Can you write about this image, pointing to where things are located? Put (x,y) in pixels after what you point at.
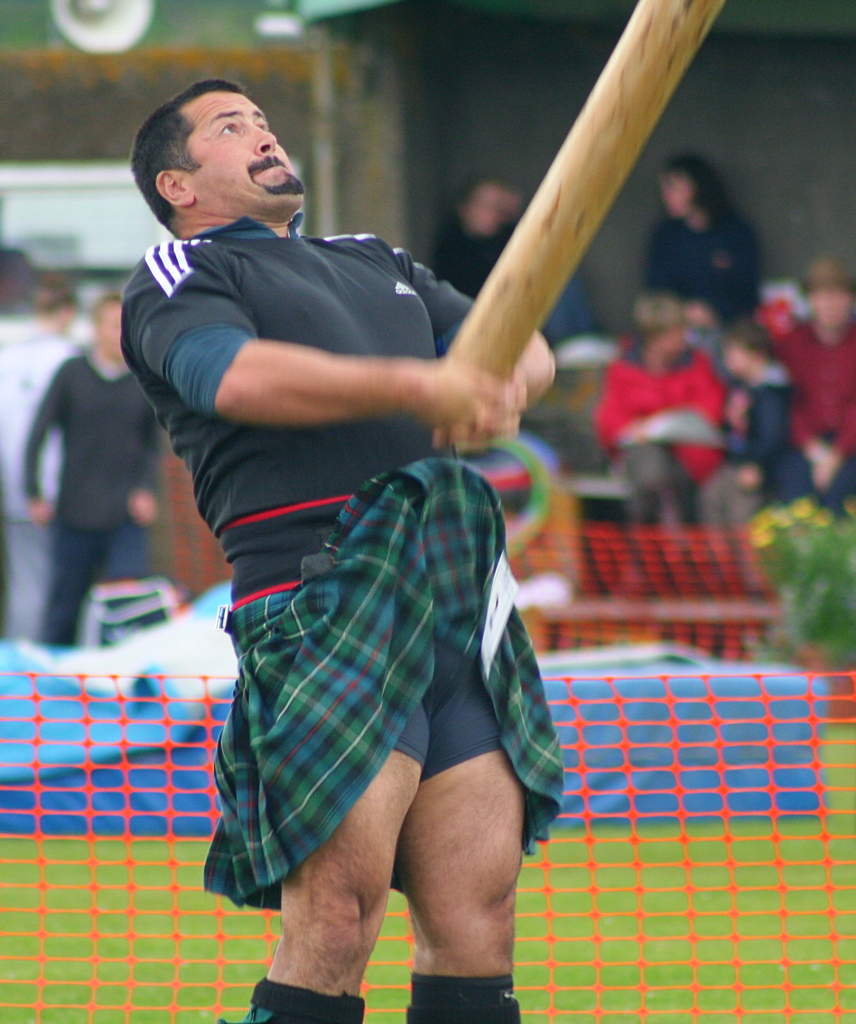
In the center of the image (290,509) we can see a man (456,549) holding the wooden object (514,312). We can also see the fence (809,889) and behind the fence (774,847) we can see the ground (564,875), plant (809,548), people (621,393) and also the wall (548,79).
